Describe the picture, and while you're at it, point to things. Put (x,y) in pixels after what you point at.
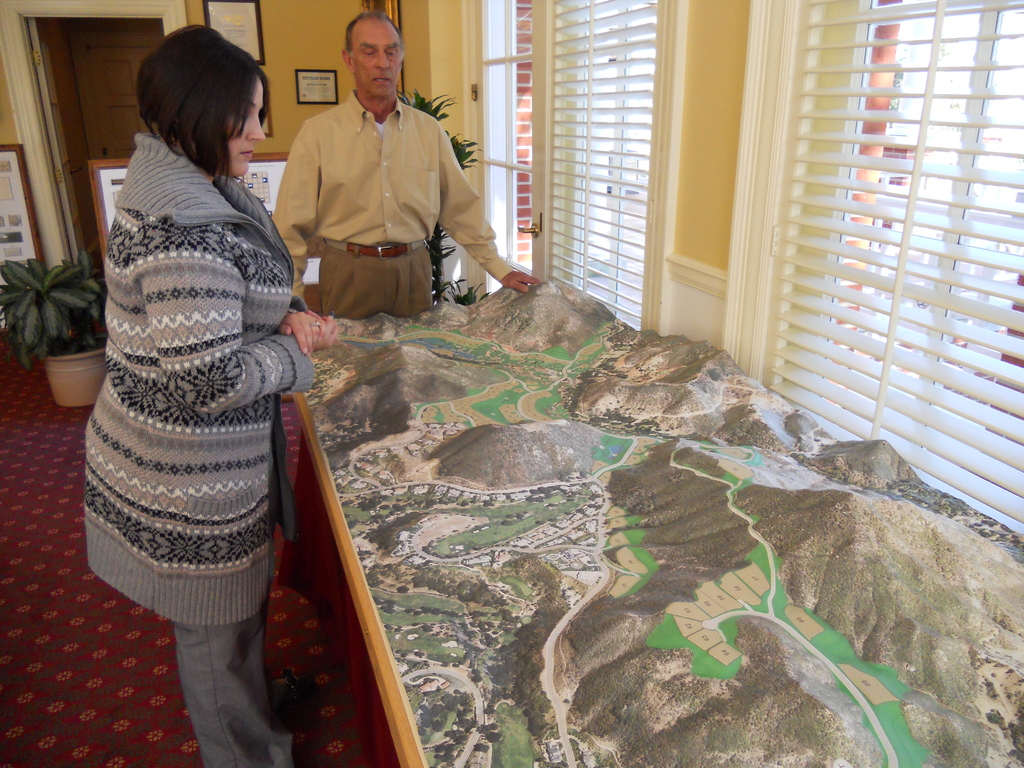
In this image there is a woman (261,240) and a man (349,175) standing. In front of them there is a table (380,623). On the table (378,638) there is a model (684,614). There are mountains (650,508) and roads (787,627) on the model (439,385). Beside the table (589,328) there are windows (617,98) to the wall (692,283). There are picture frames (253,32) hanging on the wall (278,60). Behind them there are house plants (51,331) and a door (106,90) to the wall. There is a carpet (82,691) on the floor (90,696).
